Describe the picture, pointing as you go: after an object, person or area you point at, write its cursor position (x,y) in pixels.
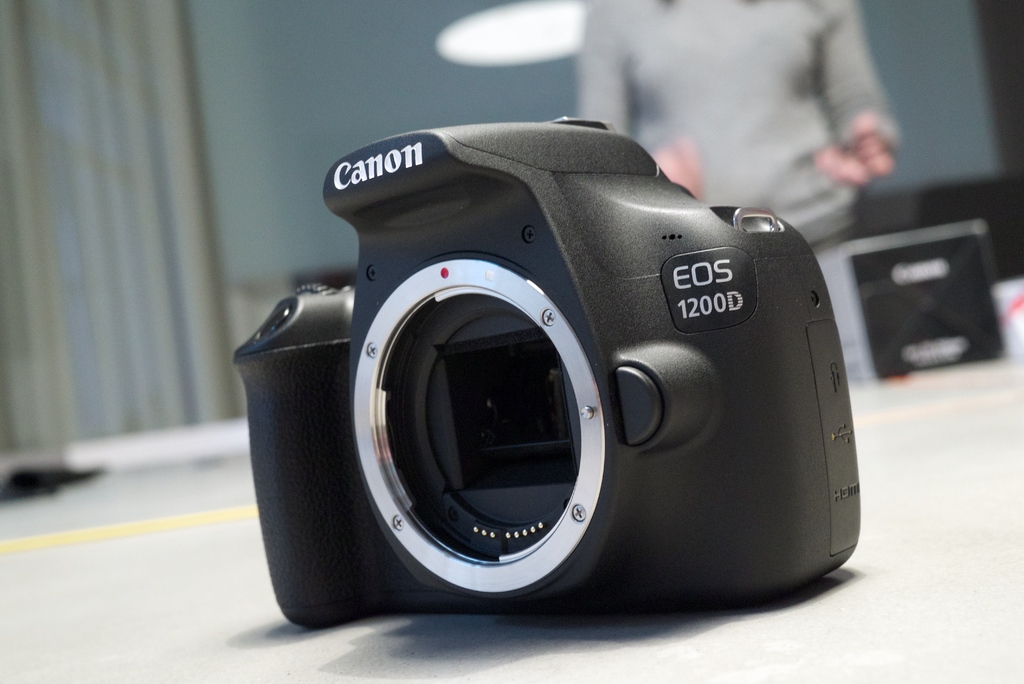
In this image, we can see a black camera (560,469) is placed on the white surface (935,662). Background (16,423) we can see a blur view. Here a person (757,118) is standing. Right side of the image (940,304), we can see some black color object (886,276).
